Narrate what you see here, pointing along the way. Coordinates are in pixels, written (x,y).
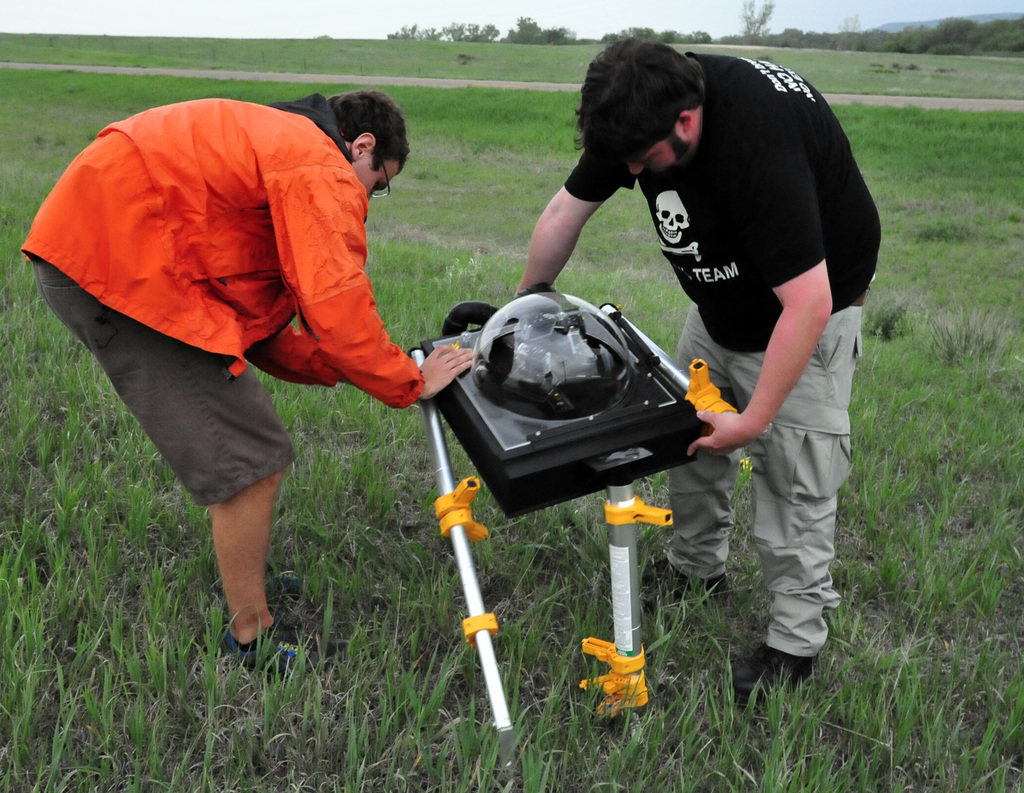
There are two people (365,330) standing and holding an object (487,395) and we can see grass (653,633). In the background (556,39) we can see trees (887,40) and sky (869,14).
